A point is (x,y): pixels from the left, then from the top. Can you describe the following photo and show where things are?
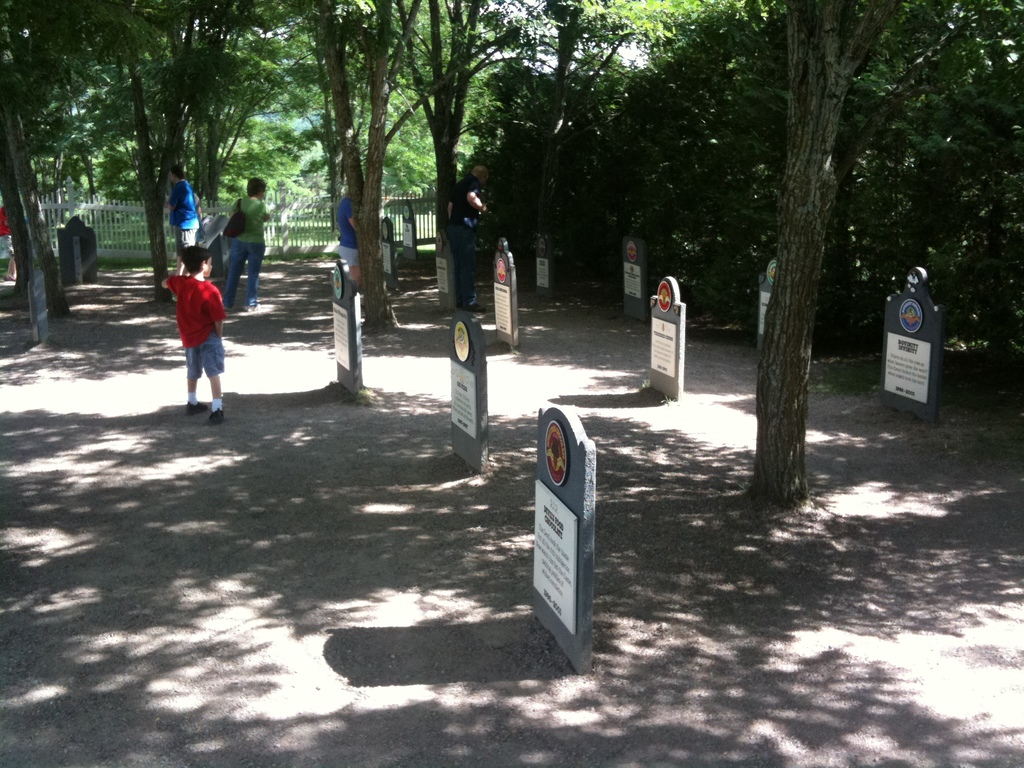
In this image there are a few people (469,237) standing around in a cemetery (504,284), there are trees (324,166) everywhere.
